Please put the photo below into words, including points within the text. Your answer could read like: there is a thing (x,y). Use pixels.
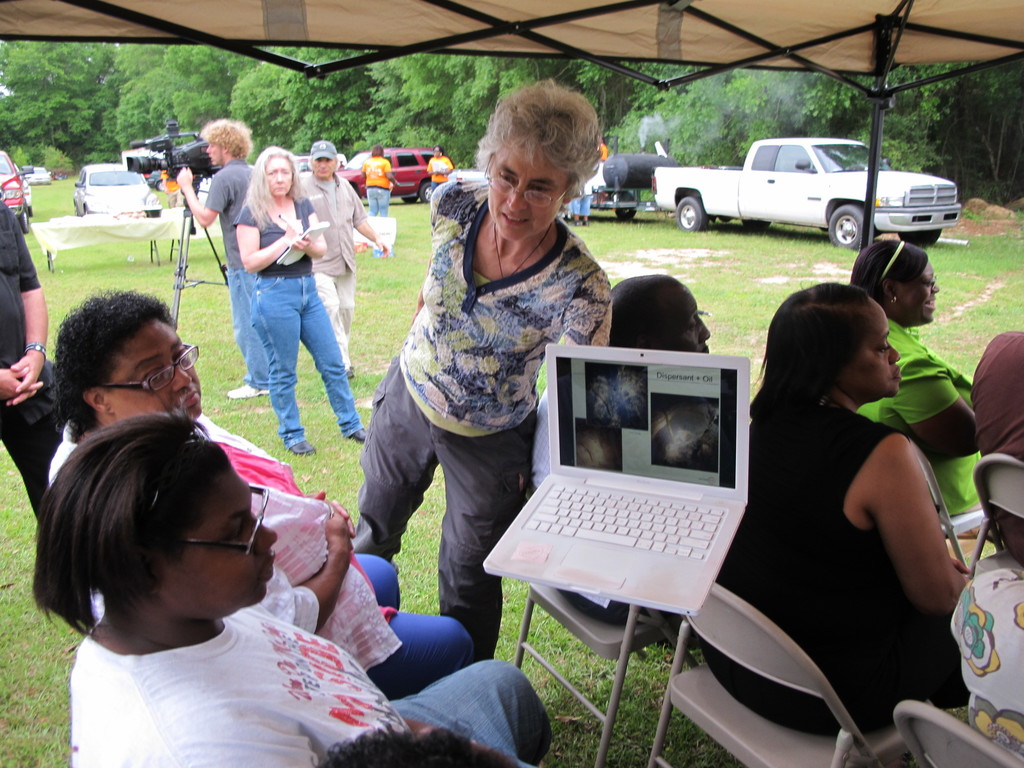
In this image, we can see people (434,285) and some are sitting on the chairs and there is a lady (286,240) holding a pen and a paper (314,232) and we can see a laptop (627,525). In the background (269,130), there are trees (392,117), vehicles (719,177), a camera (150,165) with a stand (189,226) and at the top (78,27), there is a tent (373,45).
